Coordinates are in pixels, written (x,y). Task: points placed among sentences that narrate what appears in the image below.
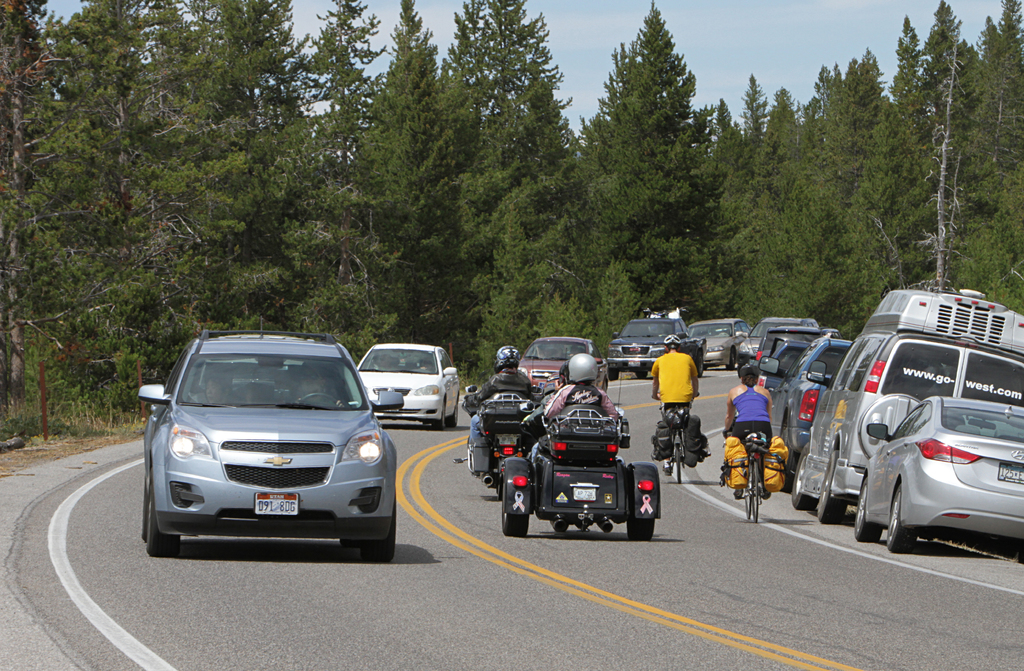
In this image I can see number of trees (676,210), the sky (718,25), number of vehicles (561,475) on road (629,456). I can also see people (577,391) where few are sitting on their vehicles (603,455) and few are sitting on their bicycles (754,468). I can also see yellow and white lines (125,646) on this road (562,565).
